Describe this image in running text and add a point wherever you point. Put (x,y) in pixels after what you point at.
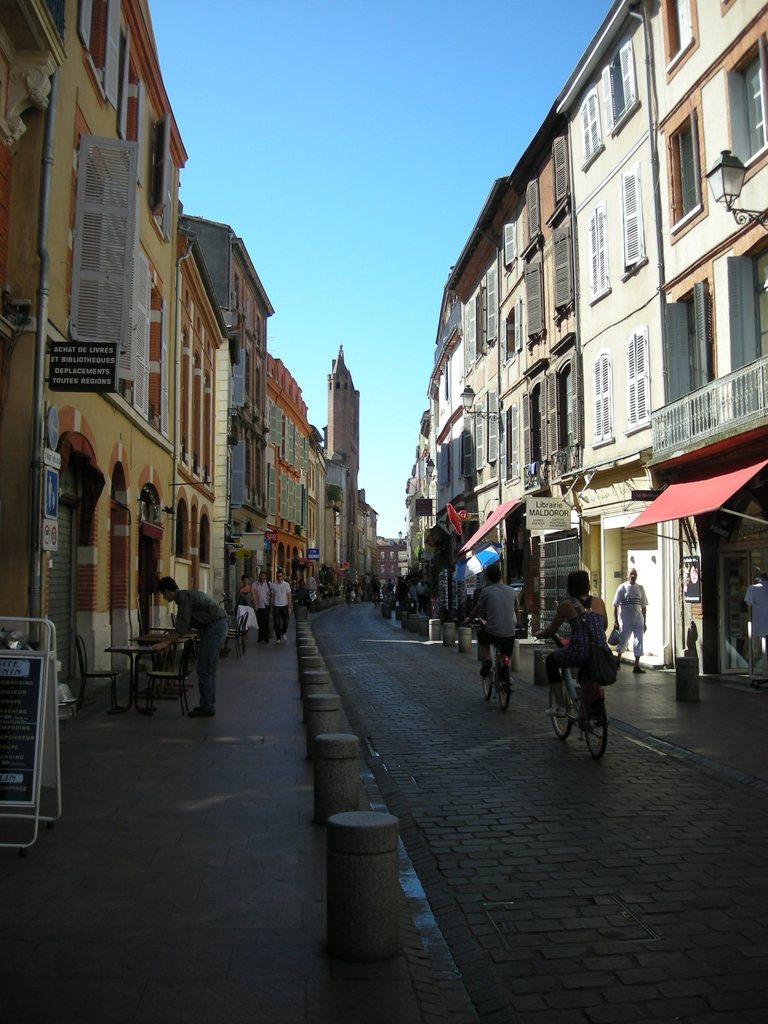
In this image we can see a street (647,767). In the street (651,750) there are buildings (215,390), street poles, street lights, information boards (24,749), advertisement boards (20,764), chairs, tables (137,662), persons (199,687) on the road (598,827), barriers (343,848), persons (496,608) riding bicycles (579,718) and stalls (488,546).
